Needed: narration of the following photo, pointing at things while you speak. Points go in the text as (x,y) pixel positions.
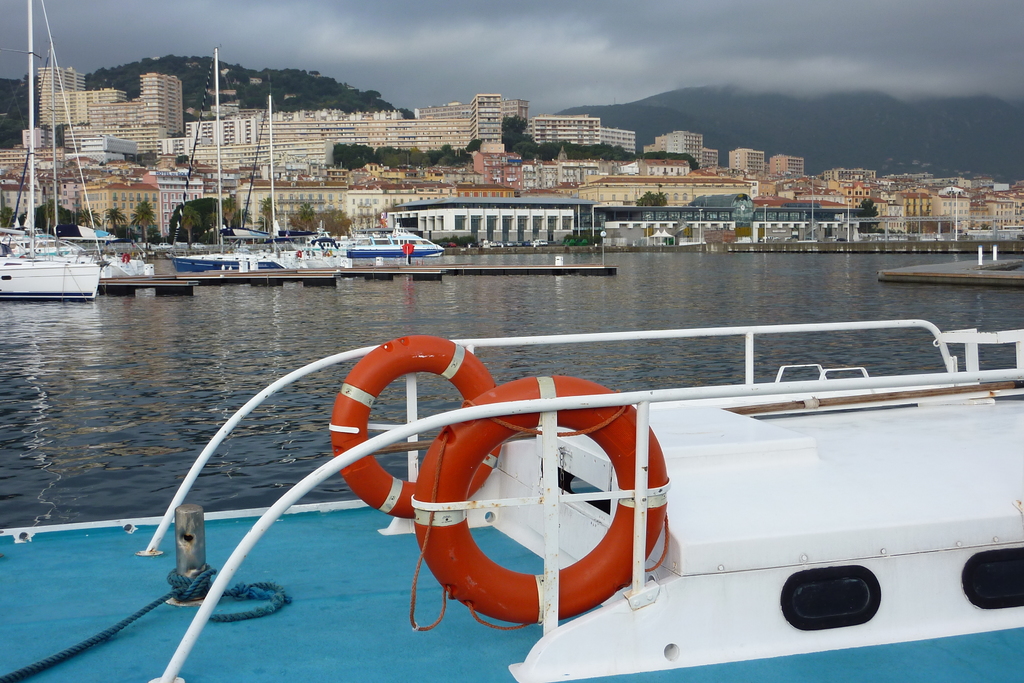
In this given picture, I can see a multiple boats (500,339) which is lying on a water (471,283) behind this boats (426,247), I can see a lot of buildings (375,137), mountains (288,84), filled with trees (291,79).
